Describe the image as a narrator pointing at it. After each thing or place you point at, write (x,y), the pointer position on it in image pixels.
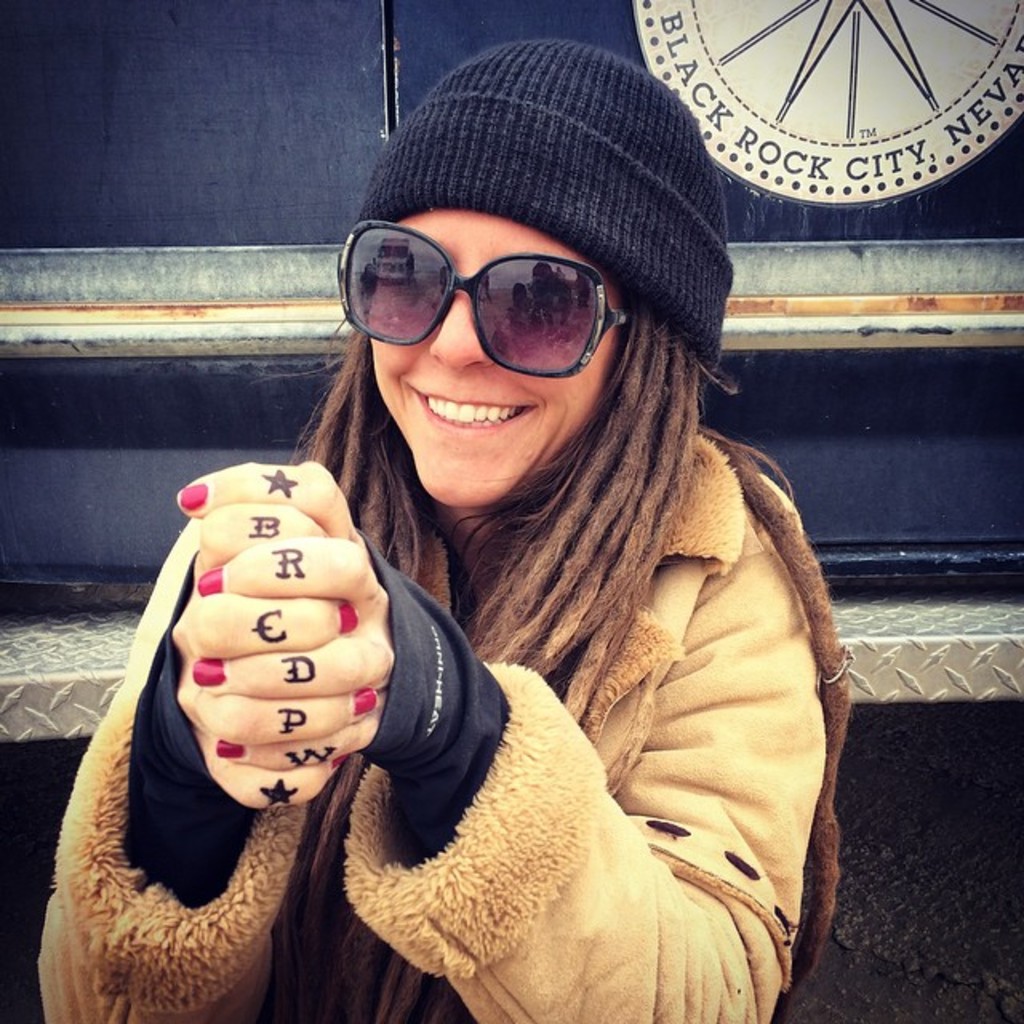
In this image we can see a woman (412,441) and a wall (475,29) in the background (494,25).
